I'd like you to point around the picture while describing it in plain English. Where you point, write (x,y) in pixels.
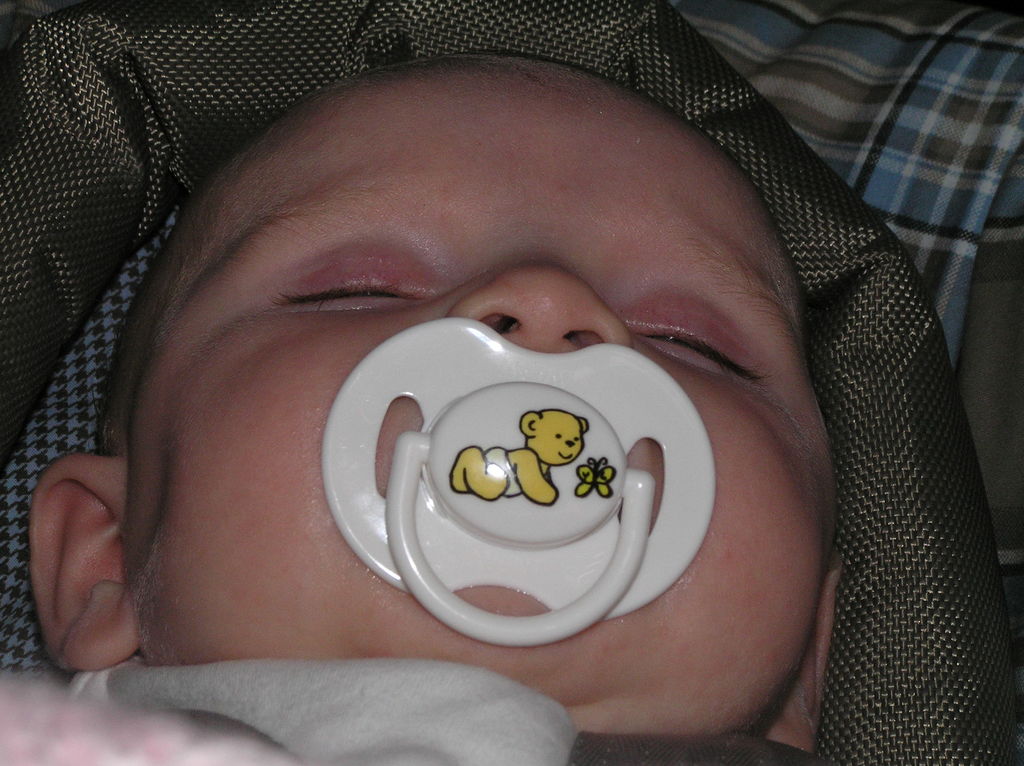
In this image we can see a baby (291,513) with a pacifier (521,485). In the background of the image (919,329) there are clothes (920,16).
